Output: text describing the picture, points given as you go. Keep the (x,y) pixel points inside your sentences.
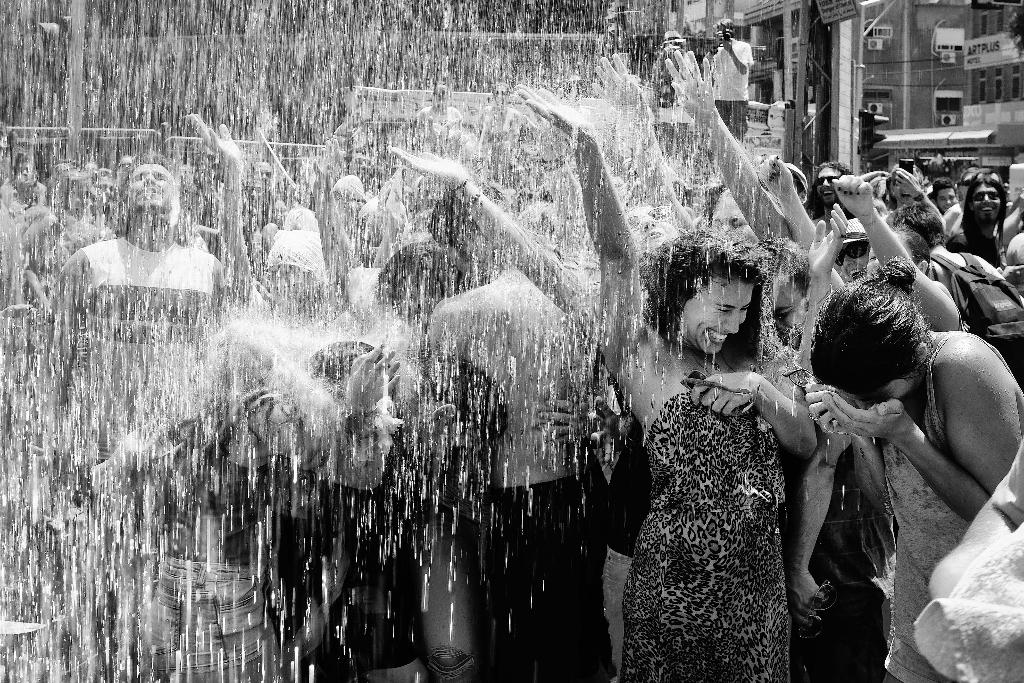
In this image I can see a group of people (474,391) are standing. In the background (865,87) I can see buildings (877,77), water (212,395) and a person (728,49) is holding a camera (731,35). This picture is black and white in color.
